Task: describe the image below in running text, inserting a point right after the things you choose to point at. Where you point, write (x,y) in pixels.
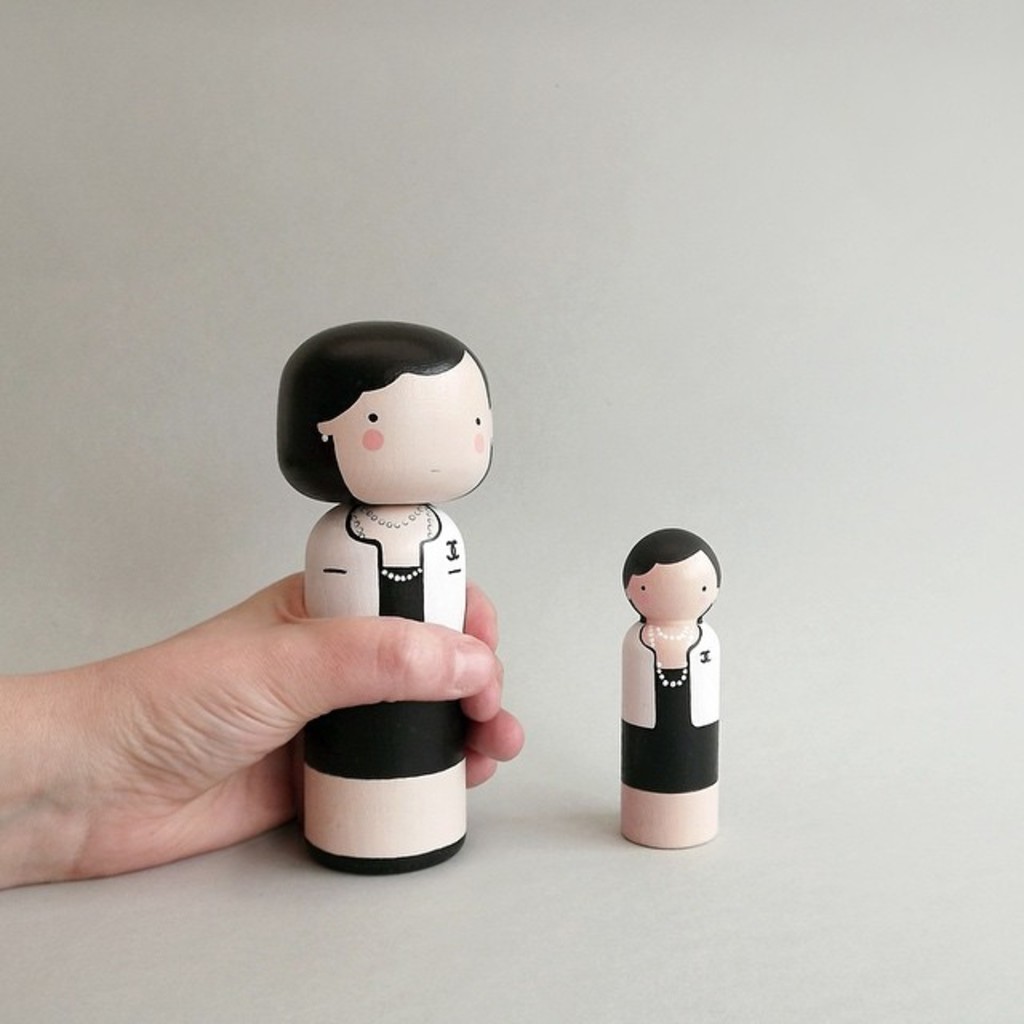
In a given image I can see a human hand (444,690) holding an object (364,577) and the background (981,322) is white.
